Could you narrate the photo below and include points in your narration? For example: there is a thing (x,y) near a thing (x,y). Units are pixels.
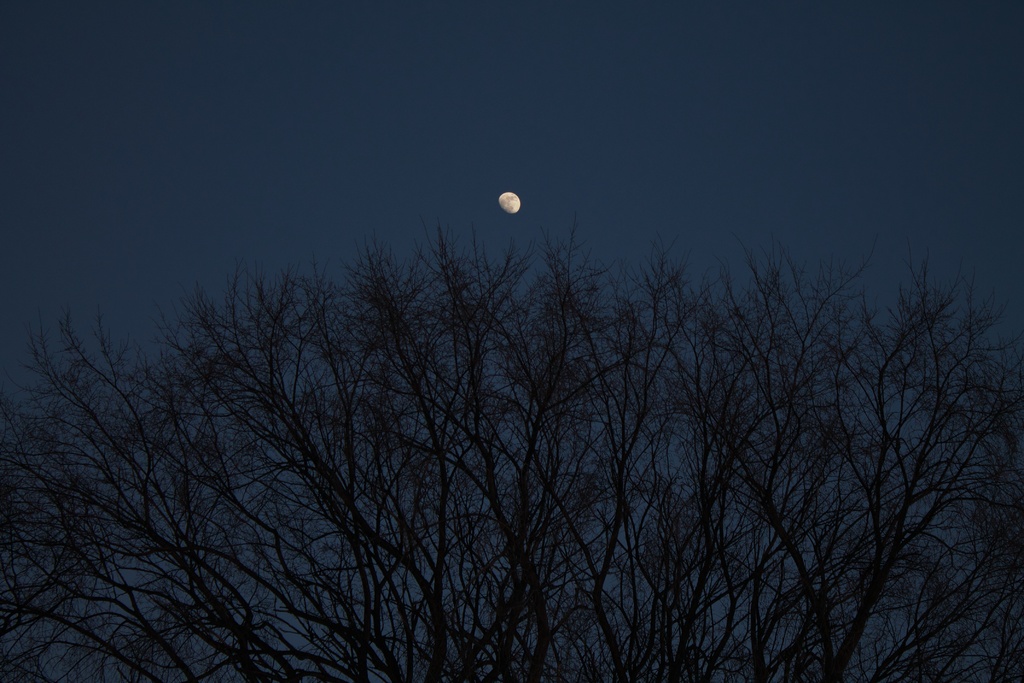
There is a tree (505,535) at the bottom of this image (580,497) and there is a sky (353,265) in the background (308,259). We can see the moon (504,198) at the top of this image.
